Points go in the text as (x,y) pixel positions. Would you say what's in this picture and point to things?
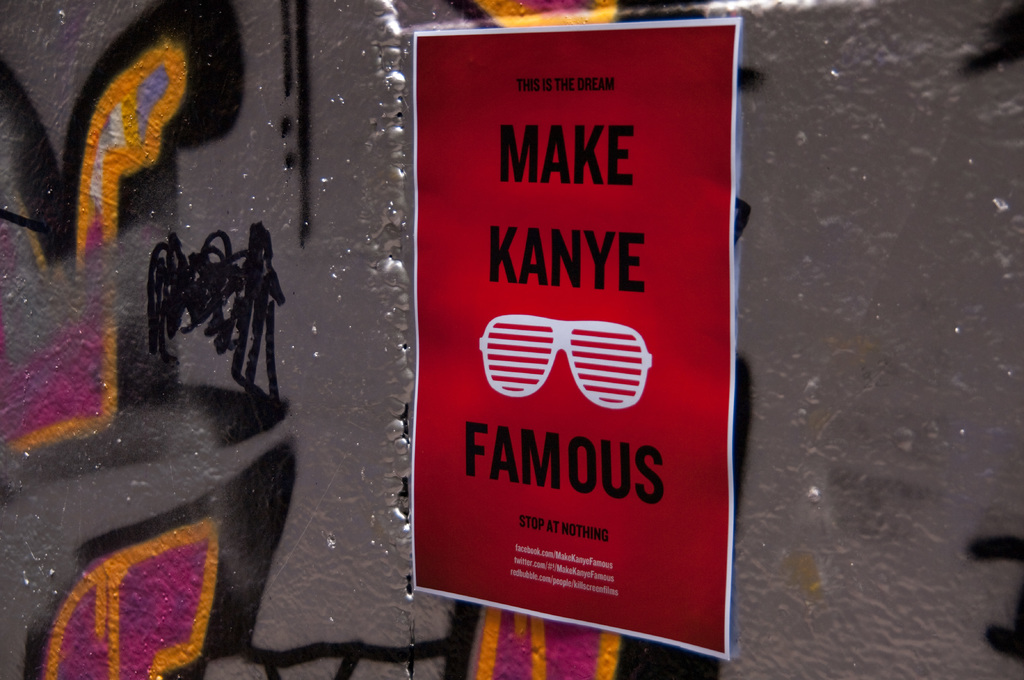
The picture consists of a poster (527,111), on the poster (586,164) there is text (564,259) and goggles (555,349). In this picture there is a grey object (354,317) looking like an iron wall (291,280).
